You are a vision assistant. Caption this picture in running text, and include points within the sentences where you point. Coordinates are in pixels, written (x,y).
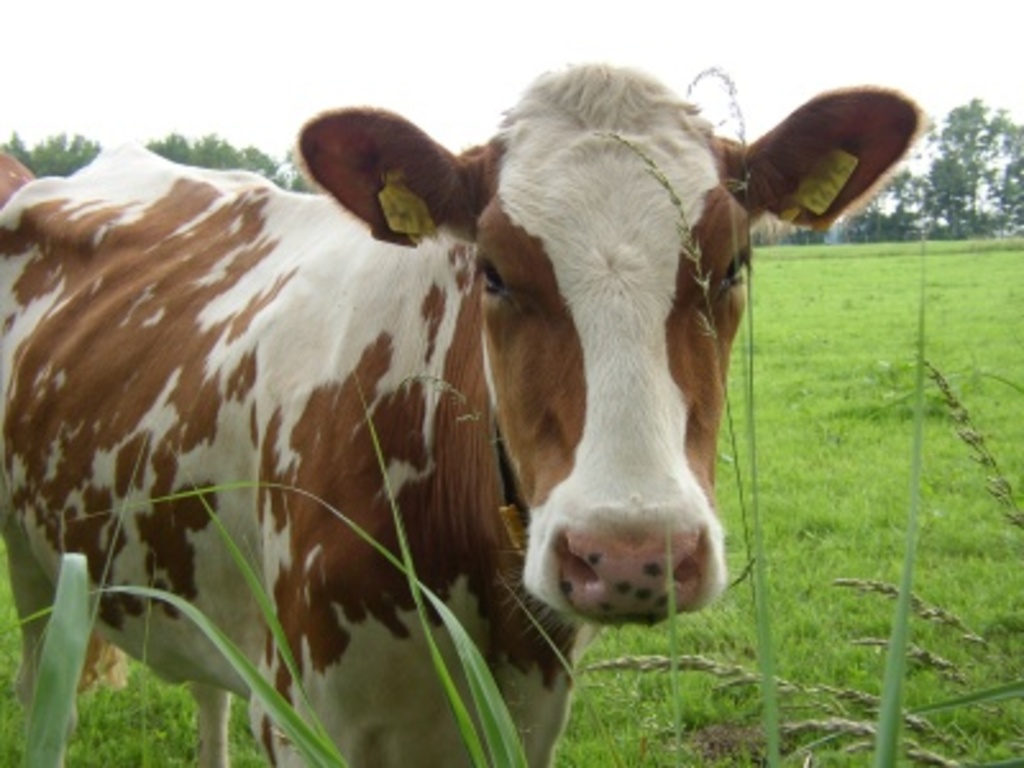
In this image I can see an animal (425,364) which is in white and brown color. It is on the grass (711,613). In the background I can see many trees (930,179) and the sky (358,60).
